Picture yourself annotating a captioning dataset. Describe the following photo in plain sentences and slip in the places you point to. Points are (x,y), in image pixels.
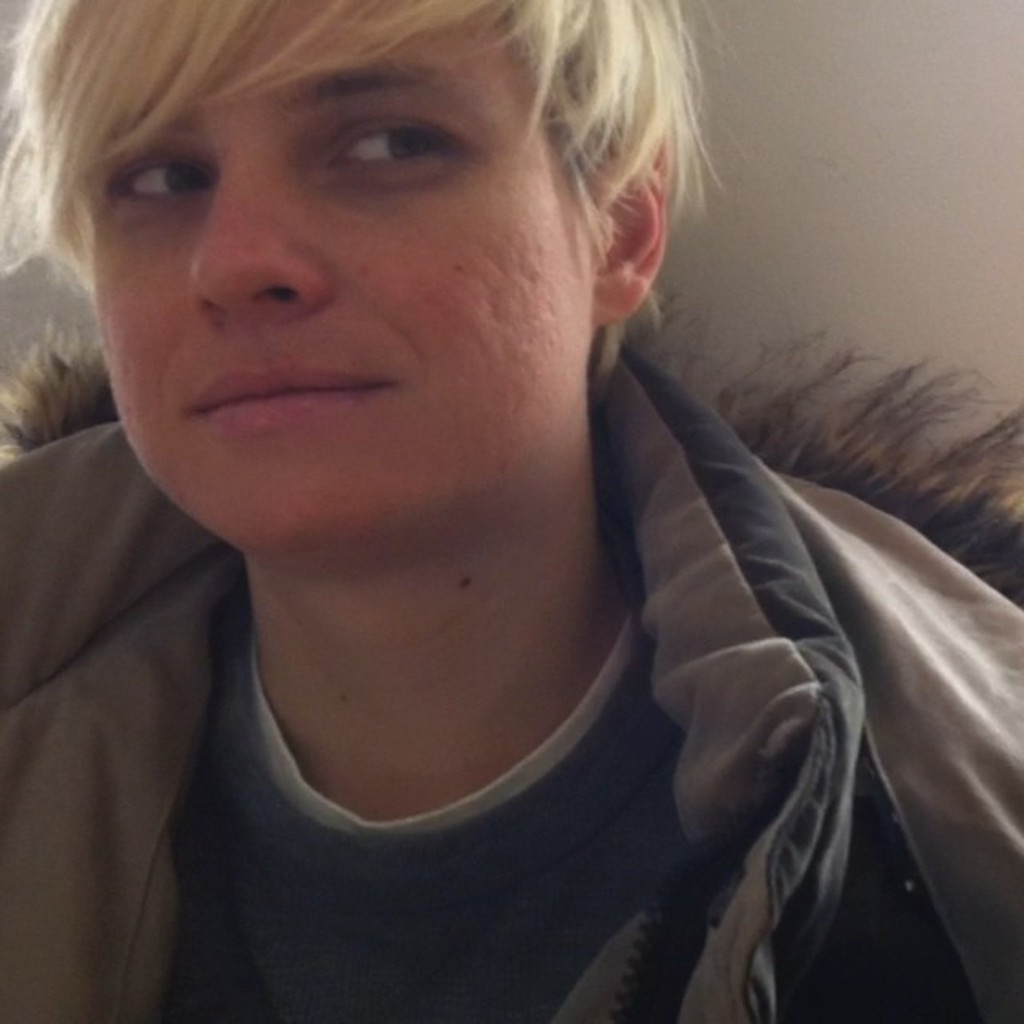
In the image we can see a close view of a man (196,674) wearing clothes (362,839) and the background (917,264) is white.
